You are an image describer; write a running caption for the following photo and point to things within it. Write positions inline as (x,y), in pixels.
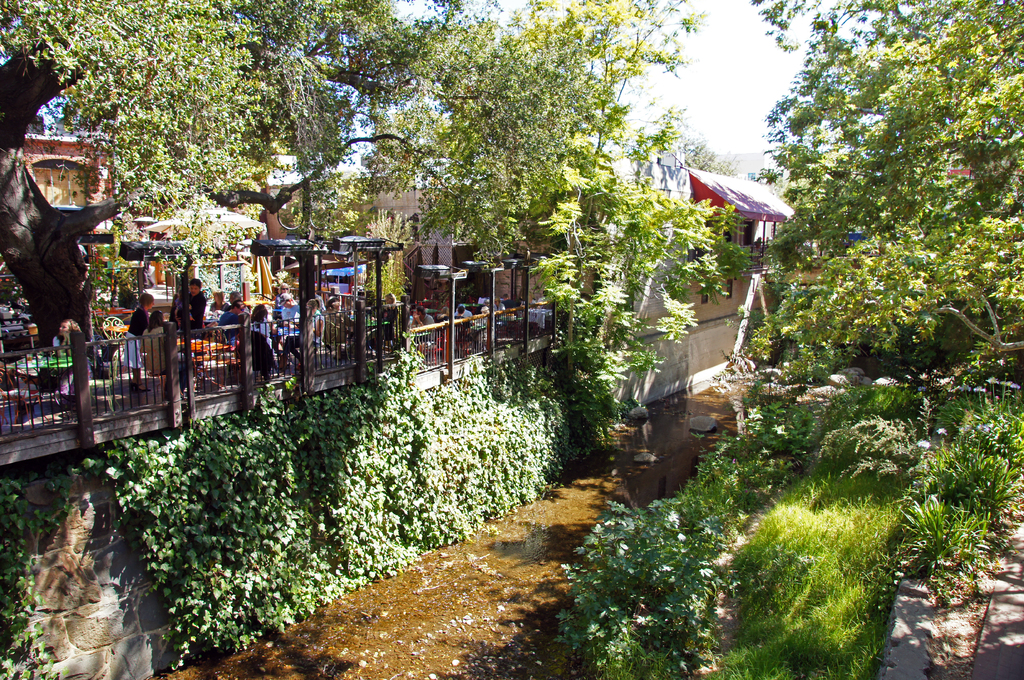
In this image there is the sky (708,78) towards the top of the image (700,61), there are trees (473,188), there are plants (836,465), there is water (511,588) towards the bottom of the image (449,626), there is a fencing (483,329), there is the wall (702,364), there are buildings (691,188), there are poles (185,316), there are lights (283,247), there are group of persons (253,336), there are tables (201,351), there are chairs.
